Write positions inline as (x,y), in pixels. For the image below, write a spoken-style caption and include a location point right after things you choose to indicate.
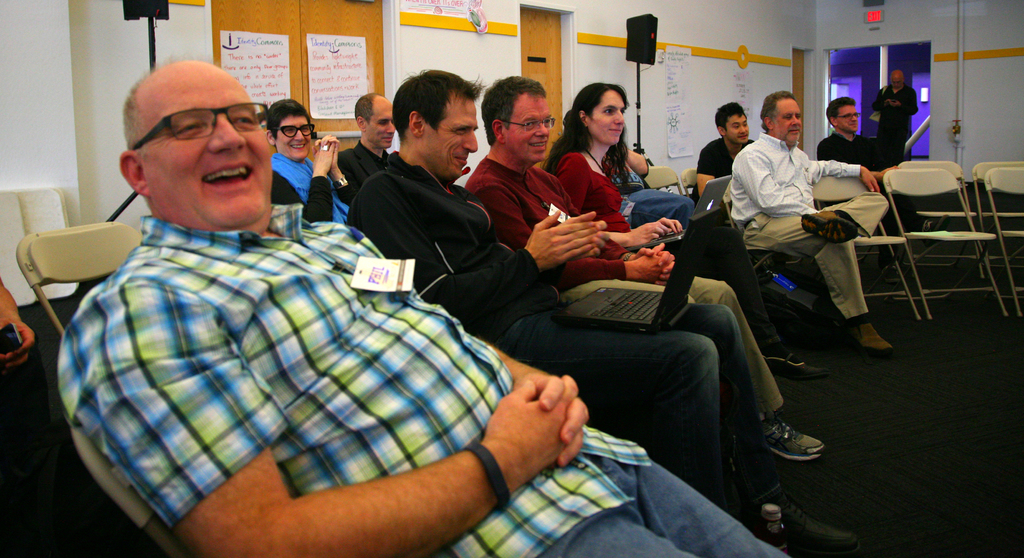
Few persons (409,246) are sitting on the chairs (914,185) and this person (900,153) standing, these two persons (637,239) are holding laptops (665,306). This is floor (879,494). On the background (587,41) we can see wall (486,65), speakers (161,15) with stands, papers (677,134).
